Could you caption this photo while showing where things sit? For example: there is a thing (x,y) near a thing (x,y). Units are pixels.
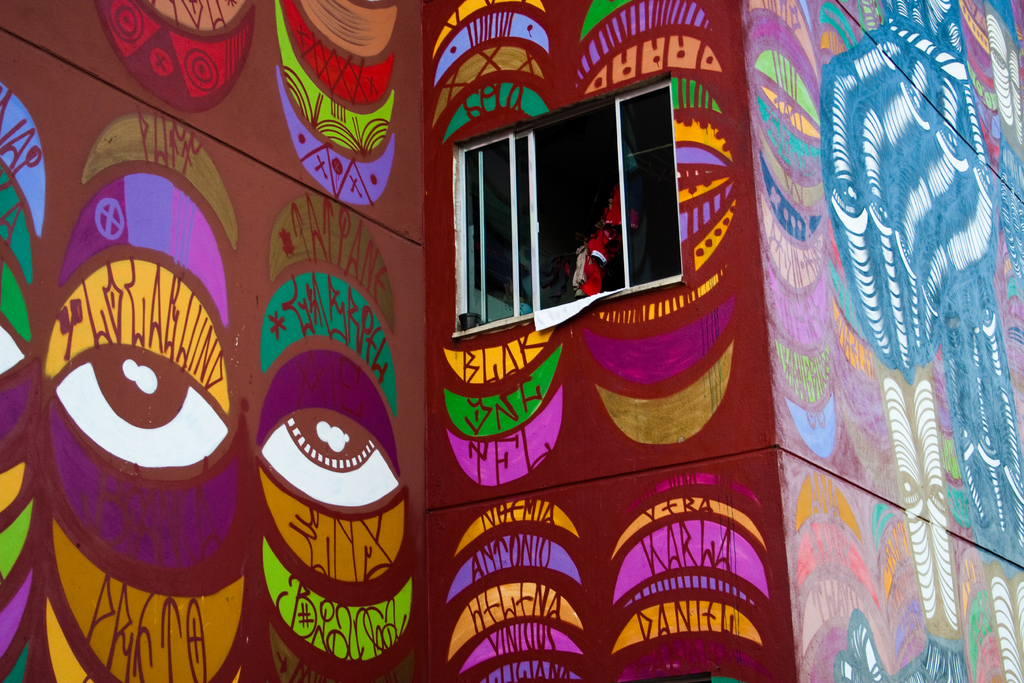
In this image, we can see an art (791,76) on the wall (791,557). There is a window (595,132) in the middle of the image (456,252).
